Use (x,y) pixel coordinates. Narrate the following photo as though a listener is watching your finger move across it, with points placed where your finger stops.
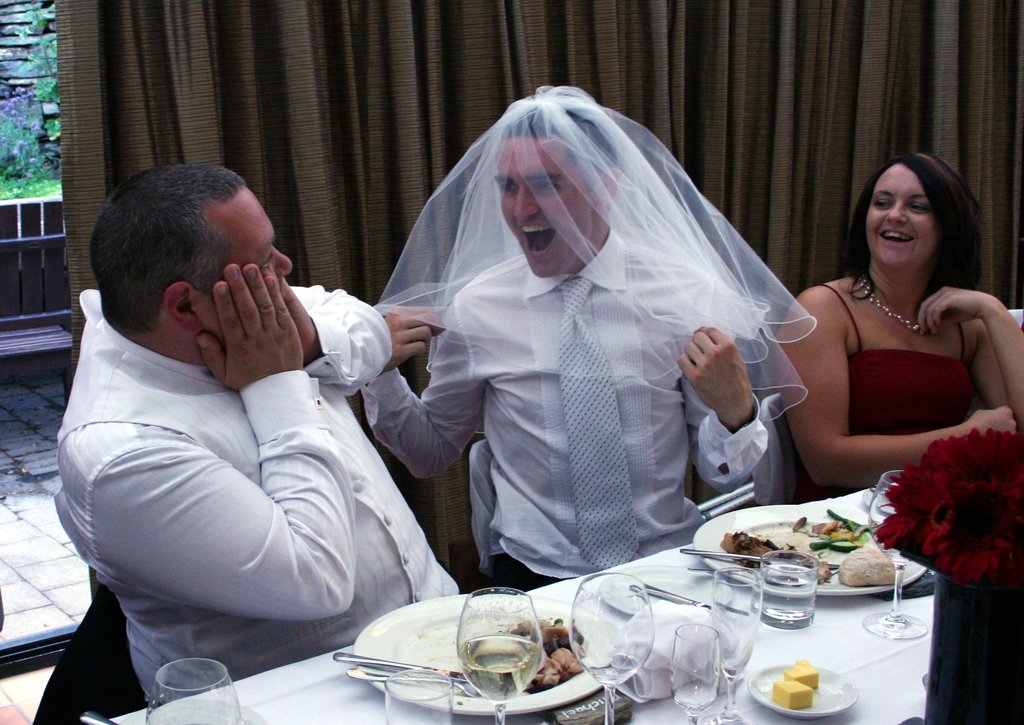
There are people (321,416) sitting on chairs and this man (510,457) wore veil (561,211), in front of these people (586,393) we can see plates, glasses (496,675), cloth (678,617), spoons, flowers (884,533) in a vase (949,588) and food (552,666) on the table (836,639). In the background (533,57) we can see curtains (465,72), plant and object (28,216).
